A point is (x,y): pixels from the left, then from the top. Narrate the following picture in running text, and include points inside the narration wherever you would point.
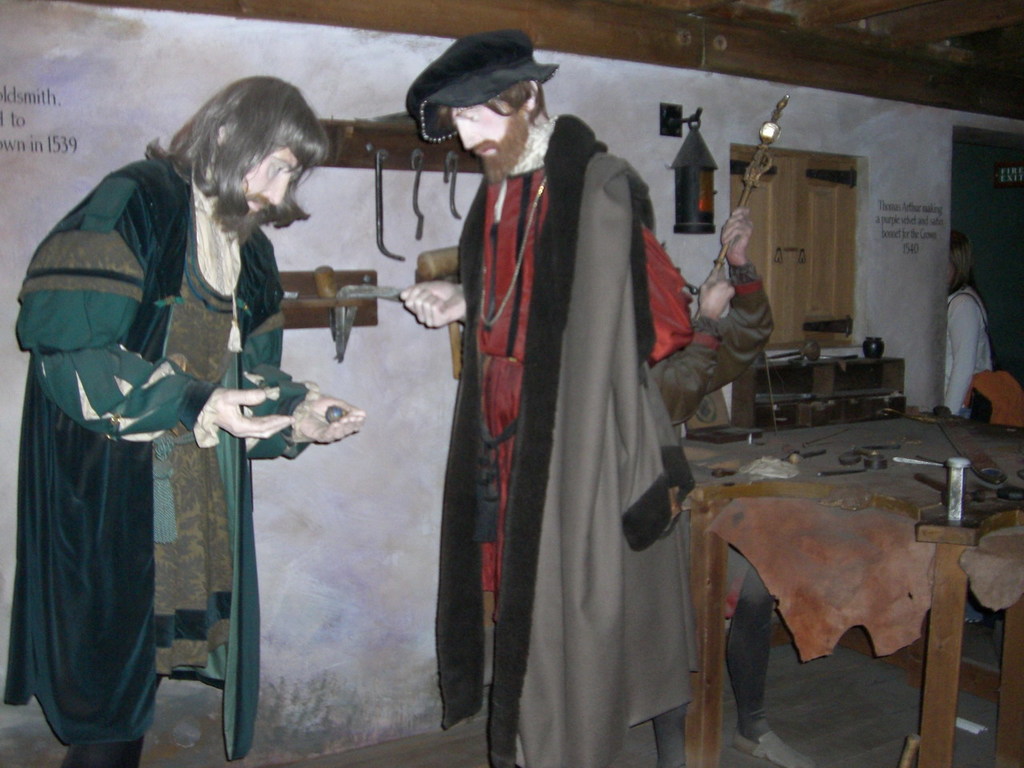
Here there are two toy men (481,317). standing and facing each other. Both are wearing long jackets (576,348). To the right side (977,337) corner there is a person (977,328) standing. And to the right side (956,424) there is a table (974,535). And on the table (883,477) there are some metal tools (887,461).
